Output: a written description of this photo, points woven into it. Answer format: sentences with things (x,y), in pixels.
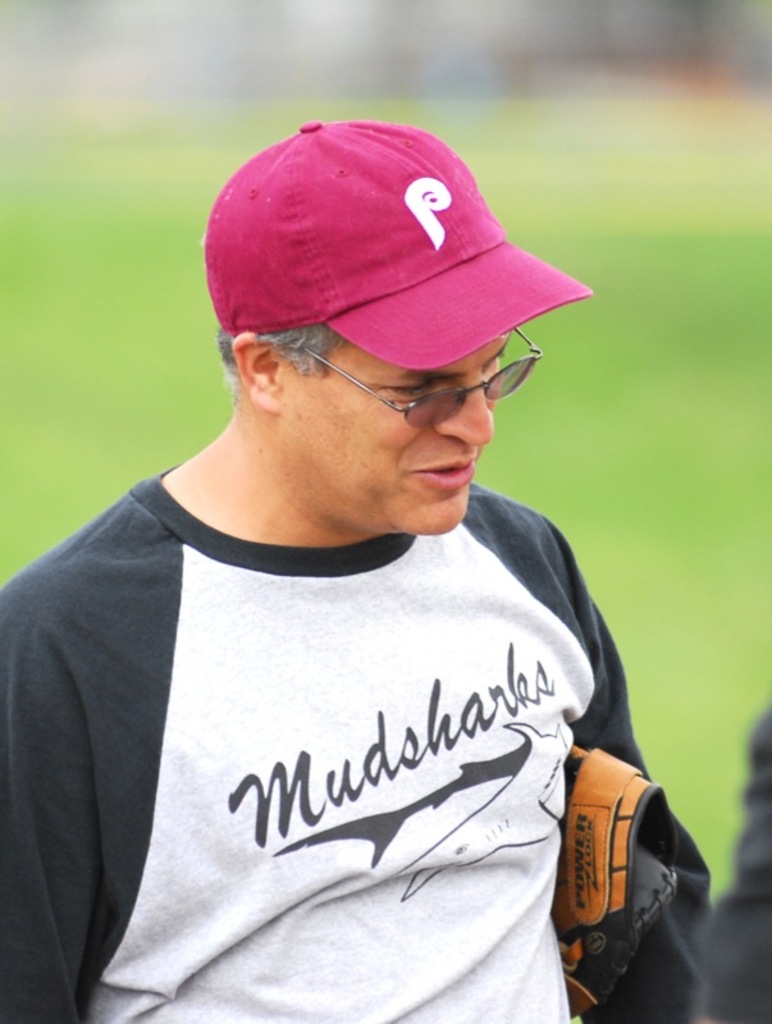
In this image there is a person (399,476) wearing spectacles (410,410) and a cap (323,289). Background (694,618) is blurry.
